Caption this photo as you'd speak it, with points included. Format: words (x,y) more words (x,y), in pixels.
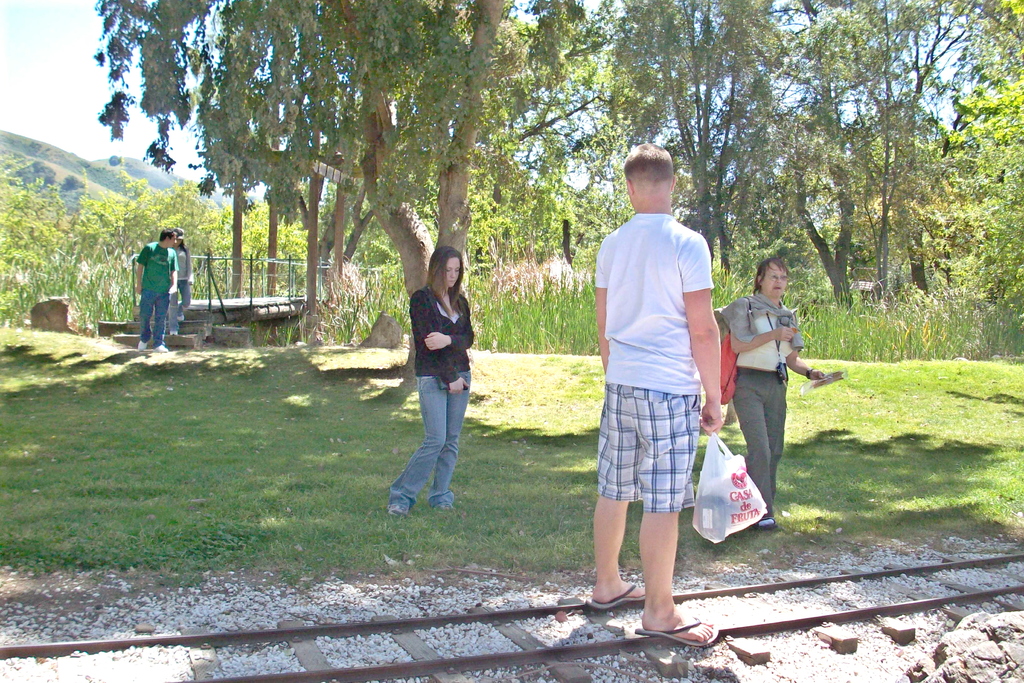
In the picture we can see a grassy surface (45,486) near it, we can see a railway track (782,583) with some stones (497,634) in it and a man (600,540) standing on the track (320,634) holding a cover bag (700,508) in the hand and on the grass surface (594,474), we can see two women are standing and in the background (191,209) we can see plants (3,254), trees (161,212), hills (134,171) and sky (107,137).
